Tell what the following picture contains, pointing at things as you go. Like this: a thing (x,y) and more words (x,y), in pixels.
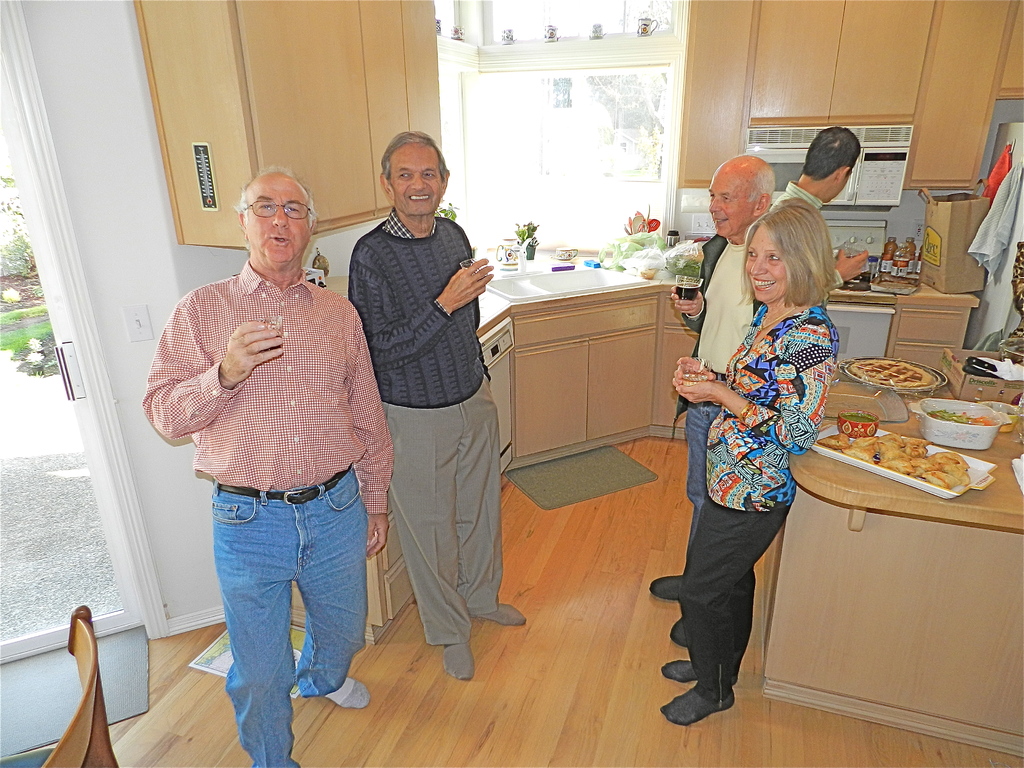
In this picture, we can see a few people (378,239) holding some objects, and we can see the ground (503,508) with some objects (638,479) on it like, desks (844,497), chair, mats (553,487), and we can see some objects (988,356) on the desks (852,503) like food items (925,378) served in a plate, bowls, we can see bags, bottles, and we can see the wall (172,593) with shelves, glass (15,609), window (567,227), glass door (64,627), we can see the ground (28,500), plants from the glass door (39,286).
